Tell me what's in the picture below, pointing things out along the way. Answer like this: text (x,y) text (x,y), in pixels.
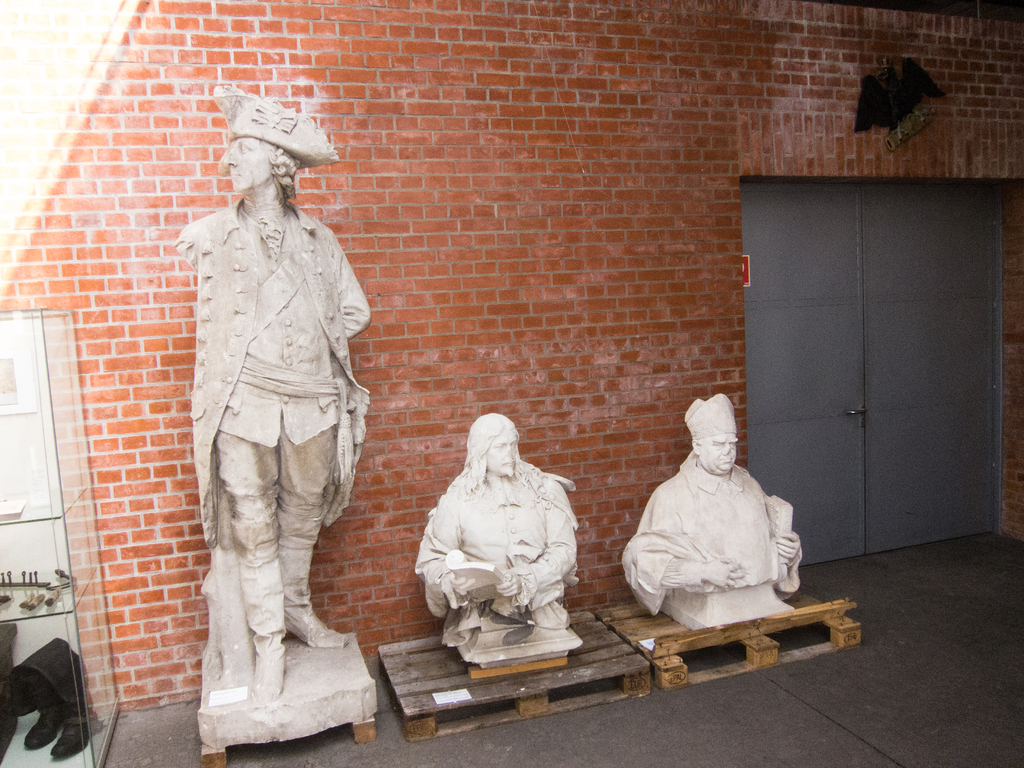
There are statues (515,648) on platforms (743,640). In the back (602,151) there is a brick wall (494,202) and doors (829,345). On the left side (32,416) there is a glass cupboard (51,514). Inside that there are shoes (30,705) and many other items (2,714).
